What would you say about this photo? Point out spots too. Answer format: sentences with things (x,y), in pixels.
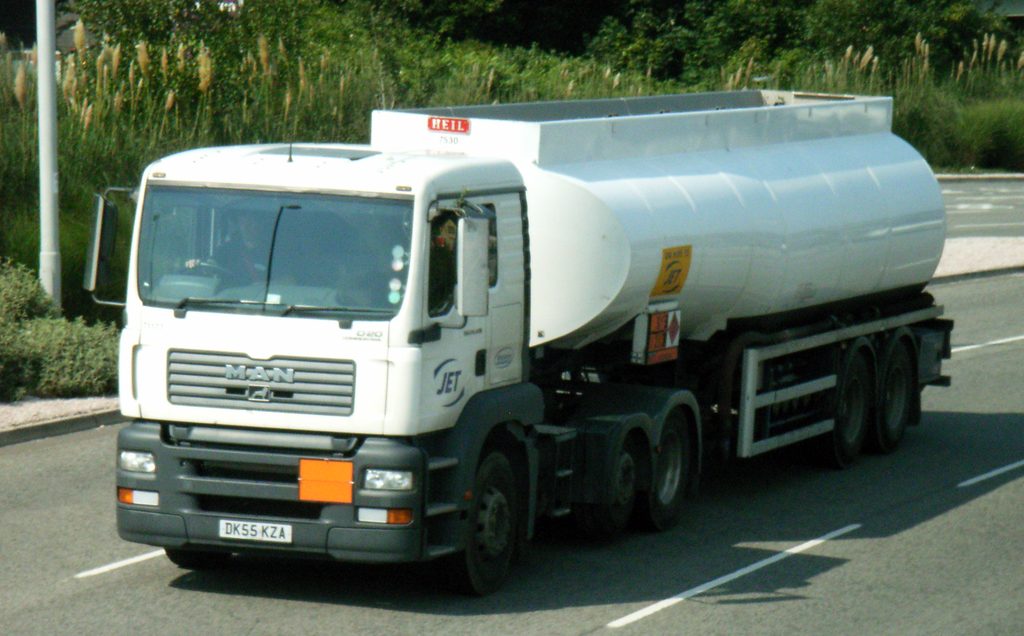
We can see vehicle (608,371) on the road (661,596). In the background (21,132) we can see trees (114,5), plants (12,353) and pole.
